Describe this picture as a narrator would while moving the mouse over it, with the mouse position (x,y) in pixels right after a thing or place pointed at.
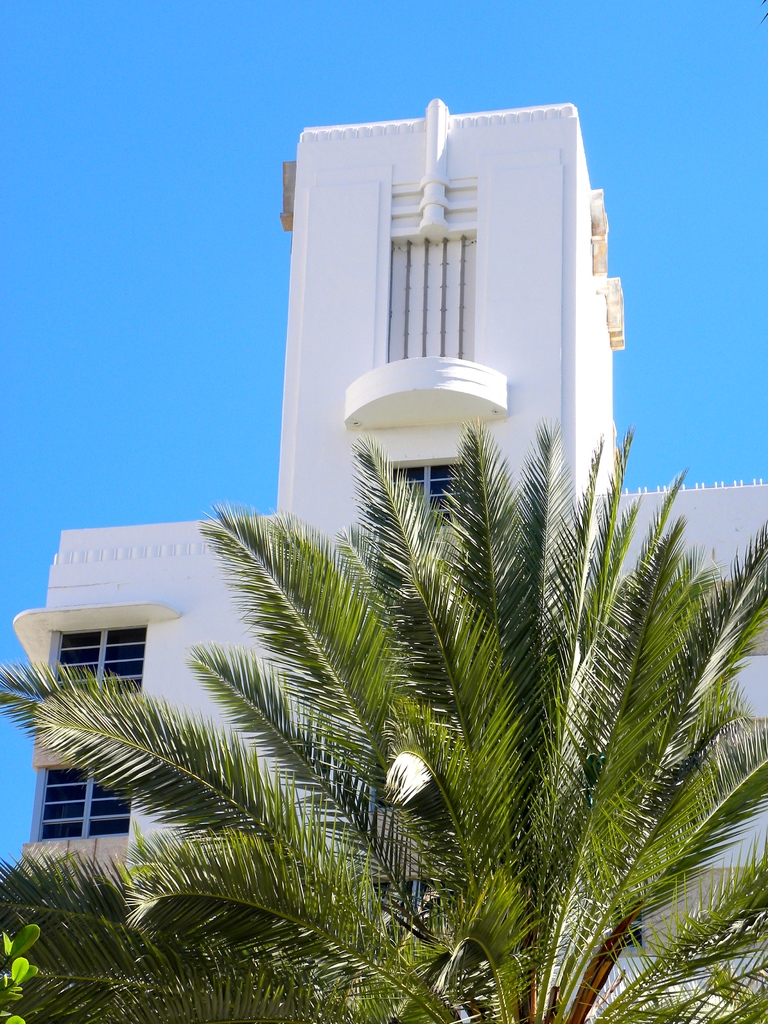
In the center of the image (387,371) there is a building (187,645). At the bottom (173,982) there is a tree (460,861). In the background (118,281) there is sky (377,111).
